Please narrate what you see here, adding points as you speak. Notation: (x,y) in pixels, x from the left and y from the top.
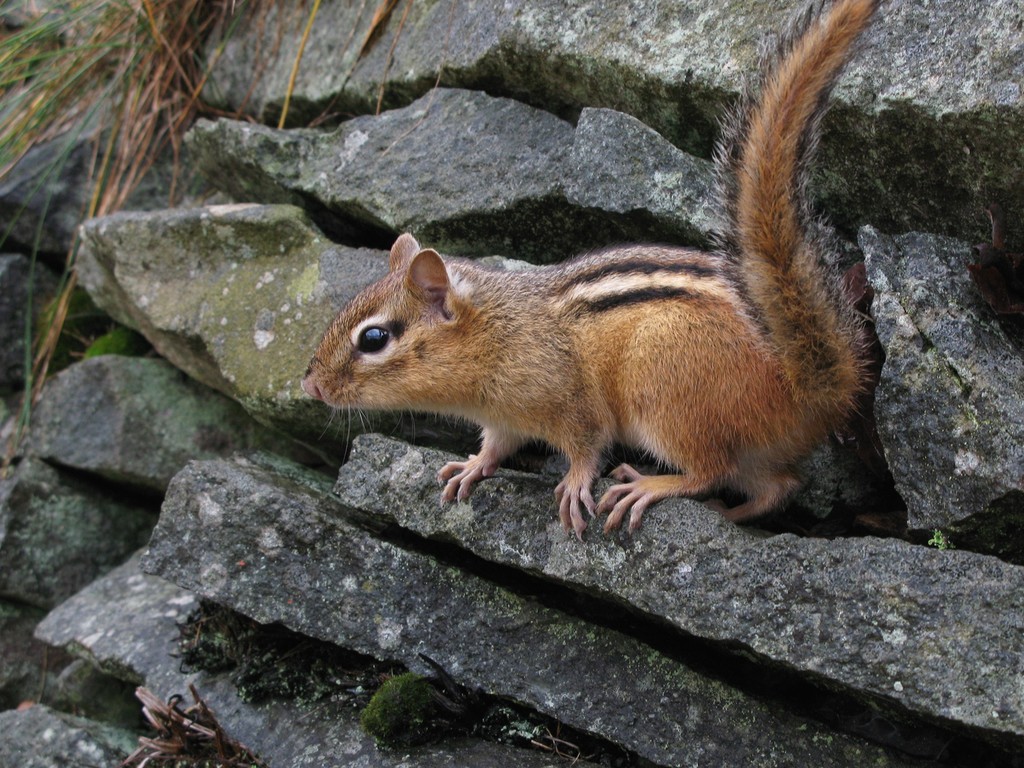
There is squirrel (622,328) which is brown in color is standing on the rock (778,542) and there are some others rocks (305,253) beside it.
